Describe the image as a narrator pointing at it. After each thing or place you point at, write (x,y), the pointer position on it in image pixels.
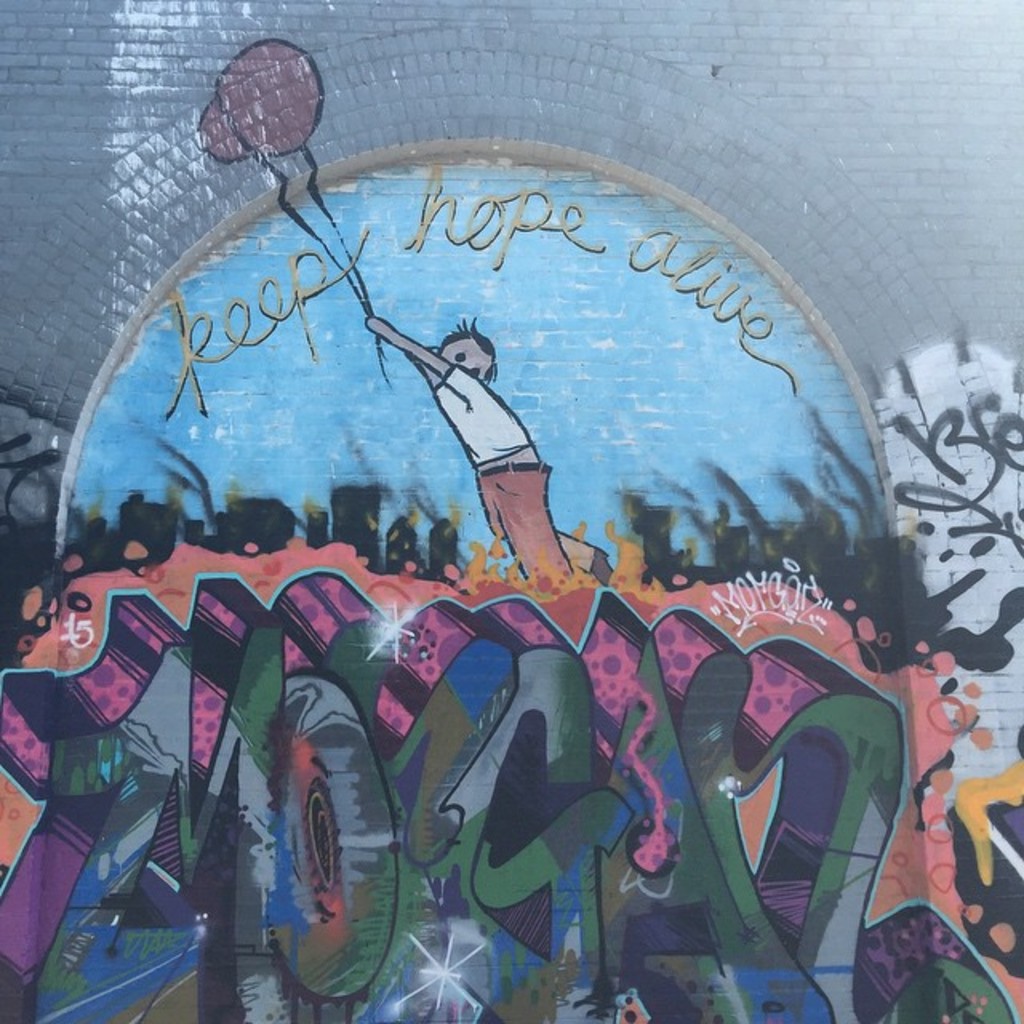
This looks like a painting. There is a boy (563,540) in the middle (472,452). He is holding balloons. In that there is ¨Keep Hope Alive¨ is written.
